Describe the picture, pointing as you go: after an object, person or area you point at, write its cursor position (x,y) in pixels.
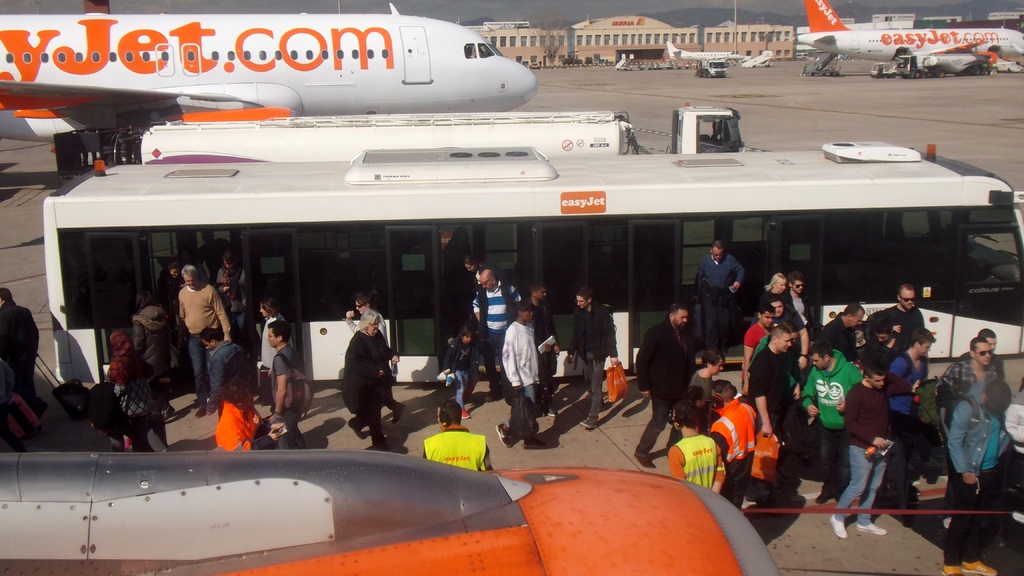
In this image there are group of people (683,341) standing near the bus (491,265), and at the background (249,90) there are airplanes (892,39) on the runway (1011,175), vehicles (421,129), airport (728,47), poles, sky (753,7).
